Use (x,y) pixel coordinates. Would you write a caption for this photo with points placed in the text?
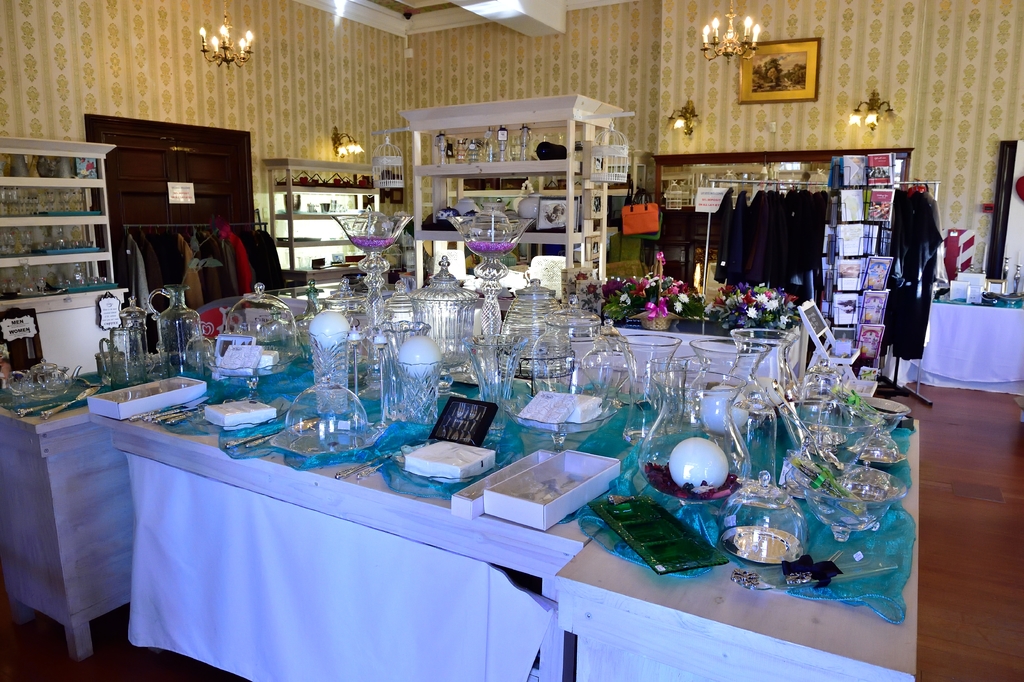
This image consists of a table (354,487) on which there are many jugs (657,360) and glasses (371,359) along with bowls (813,415) and boxes (127,387) are kept. To the left (64,172), there is a rack (77,226) in which there is crockery (37,281). In the background (815,231), there is a hanger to which many clothes (789,264) are hanged. In the background (192,45), there is a wall (695,54) on which a frame (799,94) is fixed. At the bottom (981,517), there is a floor (965,517).
